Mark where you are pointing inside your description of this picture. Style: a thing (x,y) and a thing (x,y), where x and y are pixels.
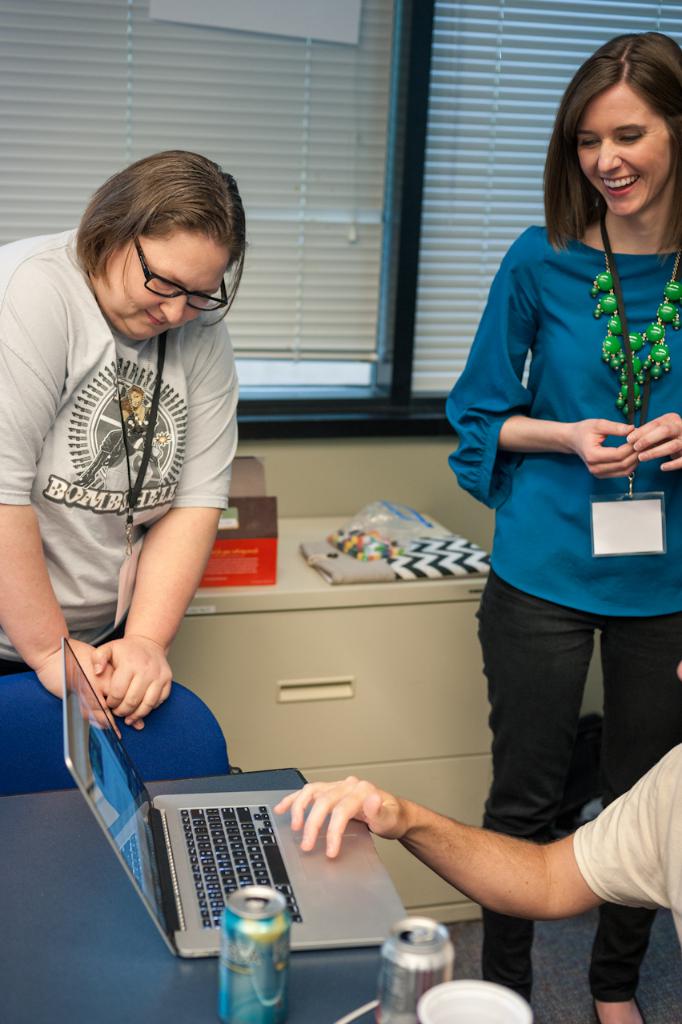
In this picture we can see three people (59,475), two people (26,452) are wearing id cards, here we can see a laptop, coke tins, drawers (448,716), box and some objects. In the background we can see windows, curtains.
